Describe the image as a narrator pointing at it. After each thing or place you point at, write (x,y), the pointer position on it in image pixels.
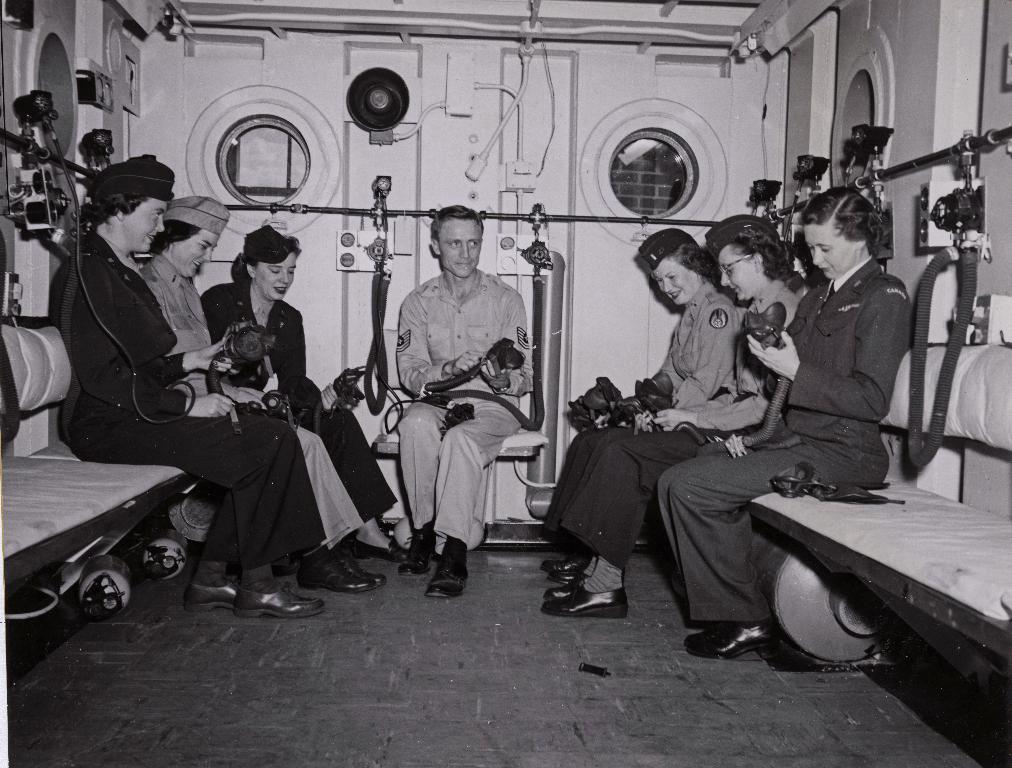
In this image there are persons (417,371) sitting and there are oxygen masks (964,326) which are black in colour, there are windows (652,181) and there is a pipe (958,340) which is black in colour.
